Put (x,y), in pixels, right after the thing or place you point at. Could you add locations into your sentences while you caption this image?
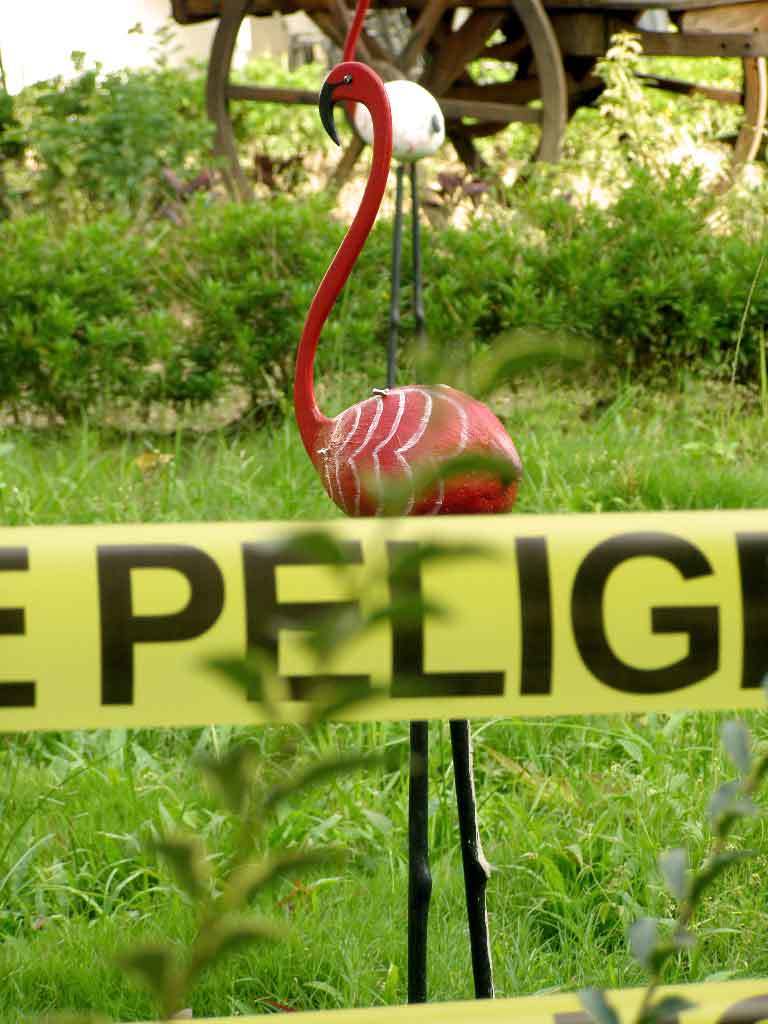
Here we can see grass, plants (440,292), small yellow color banner (215,634) and two birds (377,140) made with wood (418,417) on the ground (530,916) and we can also see two wheels (491,88) of a vehicle (418,62).
